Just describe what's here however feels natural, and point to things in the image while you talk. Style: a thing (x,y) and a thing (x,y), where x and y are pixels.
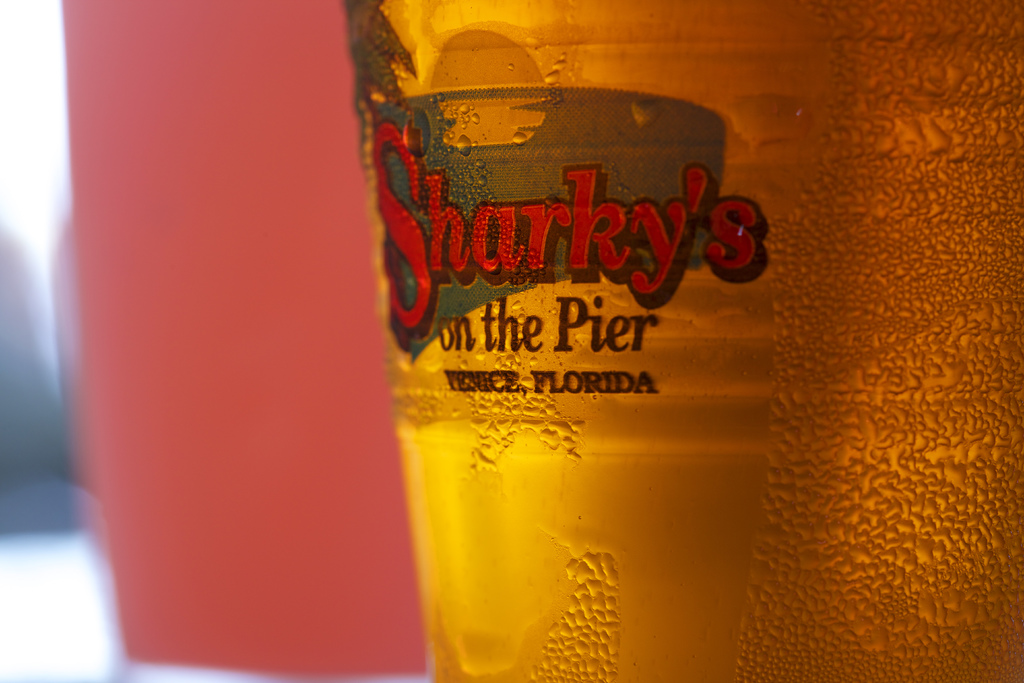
In the picture we can see a part of the cup (974,601) with beer (509,668) and a label (583,240) on it with a name sharky's (574,209).
